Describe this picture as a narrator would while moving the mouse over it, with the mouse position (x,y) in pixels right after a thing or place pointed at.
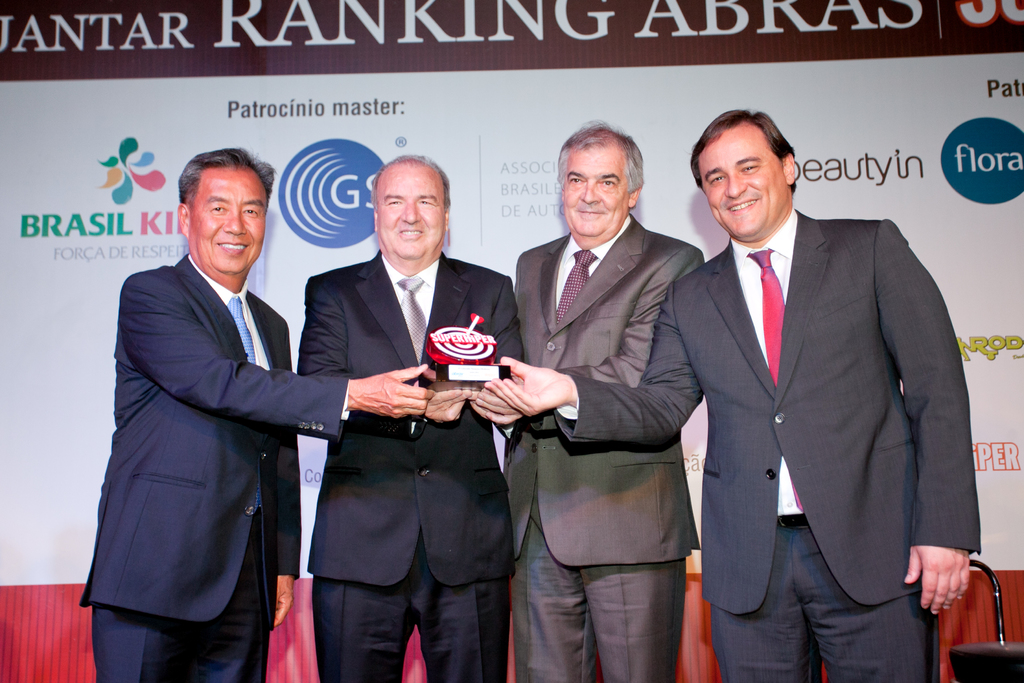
In this image we can see four persons (538,356) holding an object (462,358), behind them there is a board (379,75) with some text (370,104) on it.
